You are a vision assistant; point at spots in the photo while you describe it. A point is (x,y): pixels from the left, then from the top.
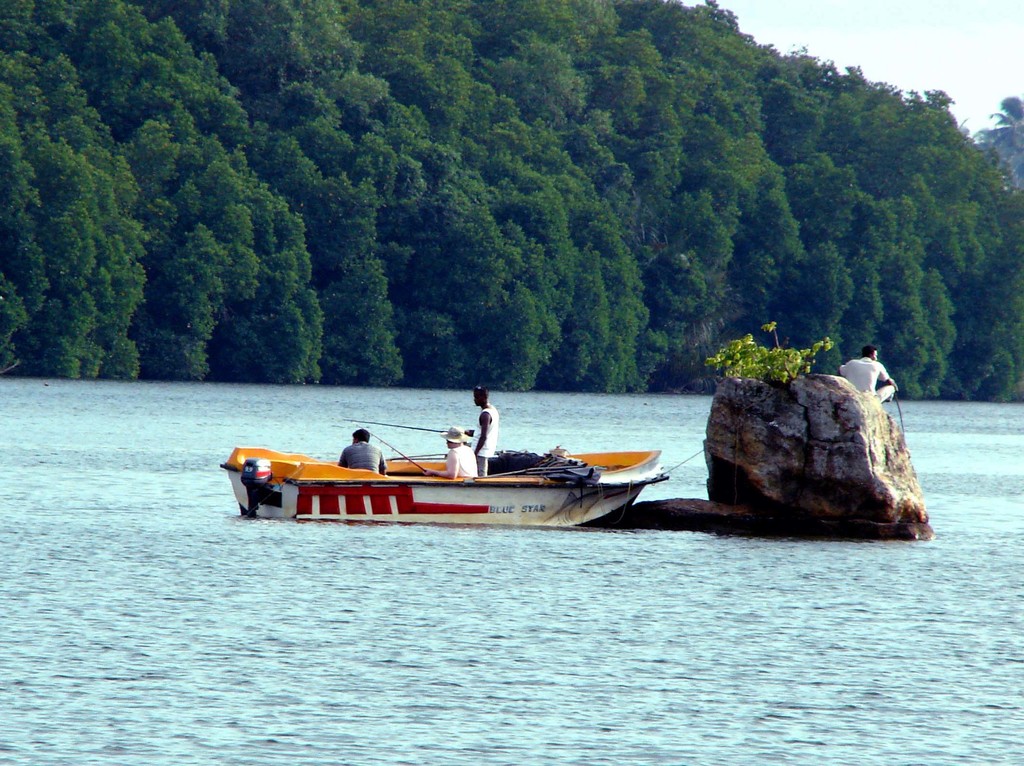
In this image there is a boat (356,491) in the center (468,473) and the persons (453,476) inside it sitting and standing. On the right side of the boat (622,476) there is a man (872,392) sitting on the stone (828,425). In the background (402,129) there are mountains (600,152). In the front (701,673) there is a water (394,644).
